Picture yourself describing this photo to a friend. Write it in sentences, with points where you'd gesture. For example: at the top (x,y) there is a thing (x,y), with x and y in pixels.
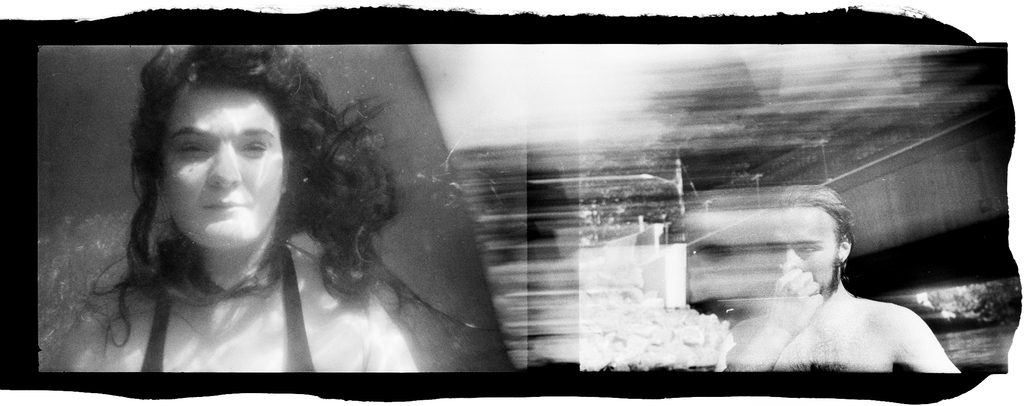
It is a black and white image. On the left side of the image (281,170) there is a person (252,227) under the water (106,177). On the right side of the image (828,356) there is a person (814,322) holding the nose (804,273). Behind him there is water (978,333). There are trees (977,305) and the background of the image (961,301) is blur.
